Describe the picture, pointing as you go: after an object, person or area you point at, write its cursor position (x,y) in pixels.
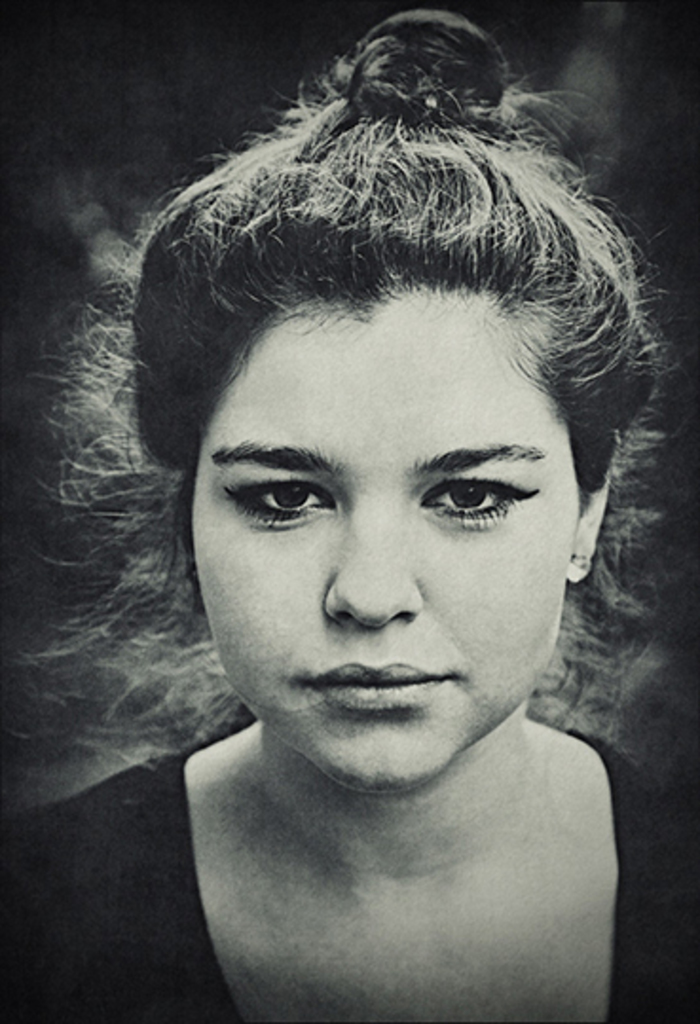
In a given image I can see a photo of a woman (428,636).
